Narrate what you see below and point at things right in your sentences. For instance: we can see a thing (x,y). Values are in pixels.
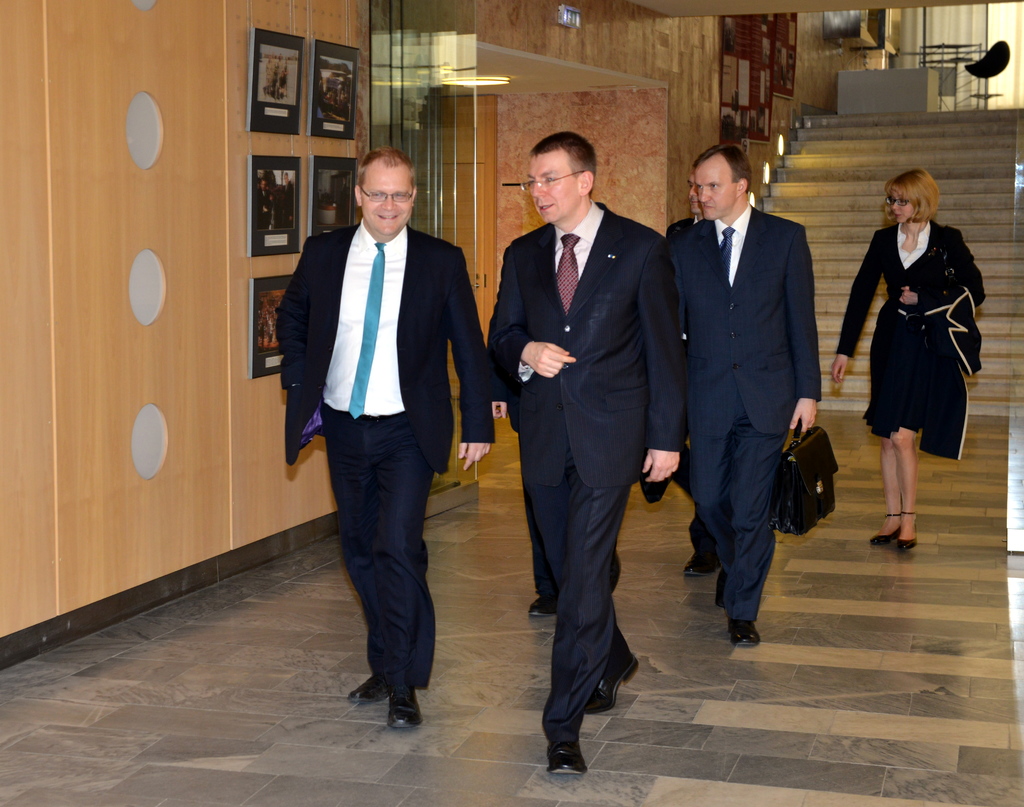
In this picture we can see a group of people (924,258) walking on the floor (729,796), steps (827,295), frames (357,172) on the wall (276,141) and in the background (1009,21) we can see a chair (992,67), windows (968,47) with curtains (956,32).
